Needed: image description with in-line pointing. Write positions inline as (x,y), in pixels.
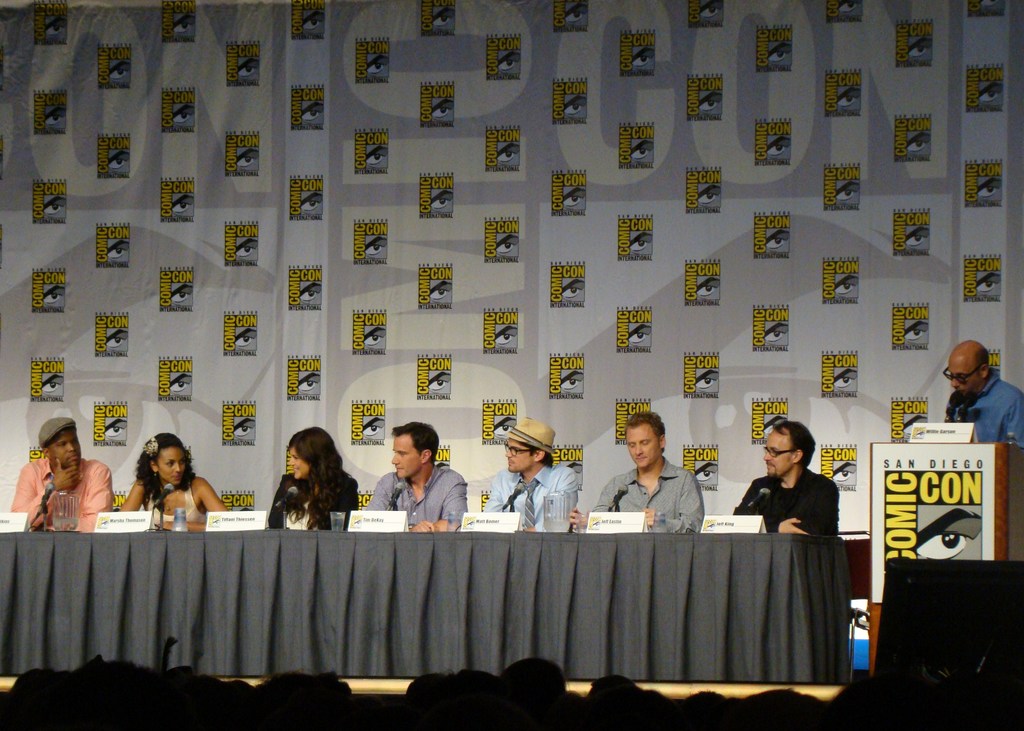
In this image we can see a group of people (771,474) sitting in front of the table (133,578). On the table (773,538) we can see some microphones (519,493), bottles (75,518) and signboards (703,526) with some text (722,525). To the right side of the image (996,394) we can see a person (984,388) wearing spectacles (972,373) is standing in front of a podium (960,468) with a microphone (958,398) and a poster (935,499). In the background (793,230), we can see a wall (424,366) with some text (591,145) on it.
